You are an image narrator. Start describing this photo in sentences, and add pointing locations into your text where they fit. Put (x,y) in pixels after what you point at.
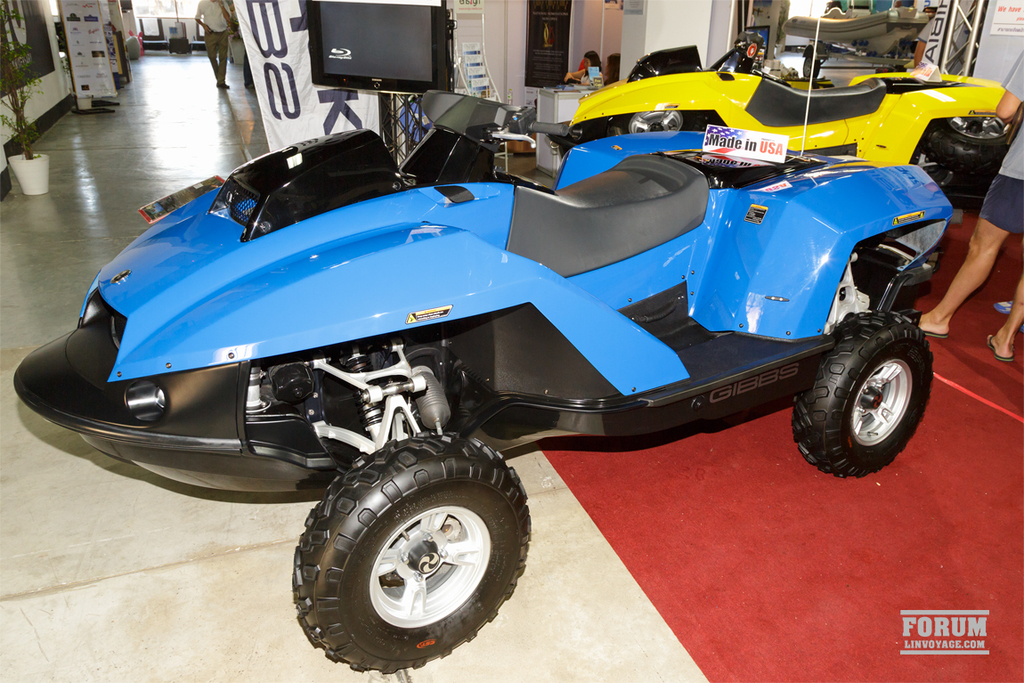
In this image, we can see vehicles (769,366). At the bottom (630,464), there is a floor (673,441). Background (1014,91) we can see few people (222,57), television (408,43), banners (1010,24), plant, rods (808,99), few objects (994,34). Few are sitting, standing and walking. Right side (925,620) bottom, we can see a watermark (937,630).
